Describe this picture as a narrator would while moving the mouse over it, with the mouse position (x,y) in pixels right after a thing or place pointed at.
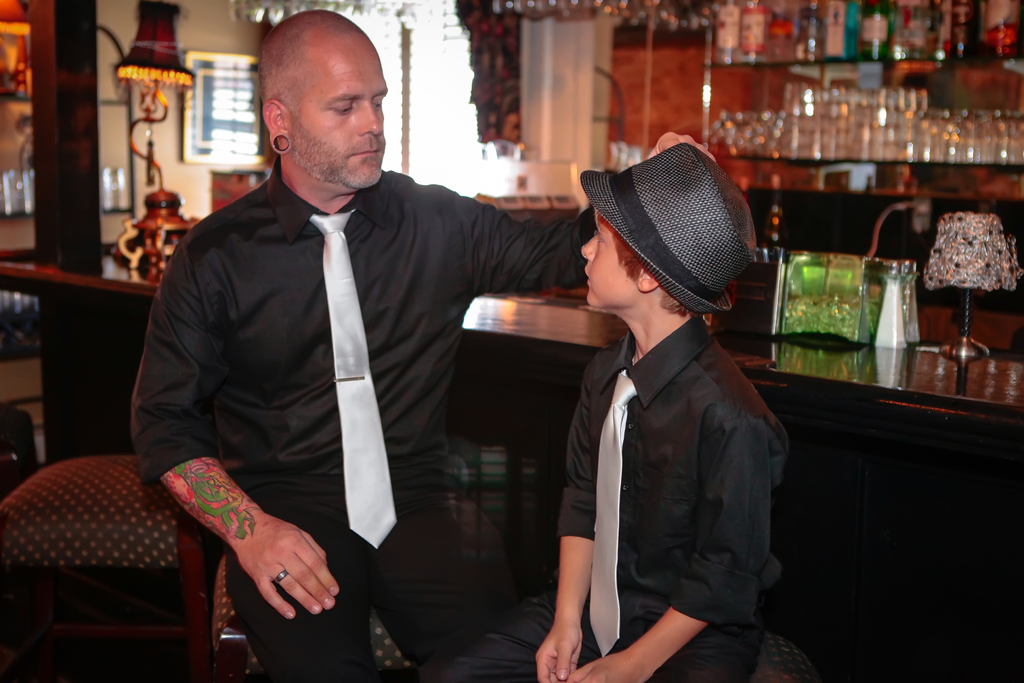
This picture shows a man (447,439) and a boy (499,682) and in the background (866,100) are glasses (904,114).
